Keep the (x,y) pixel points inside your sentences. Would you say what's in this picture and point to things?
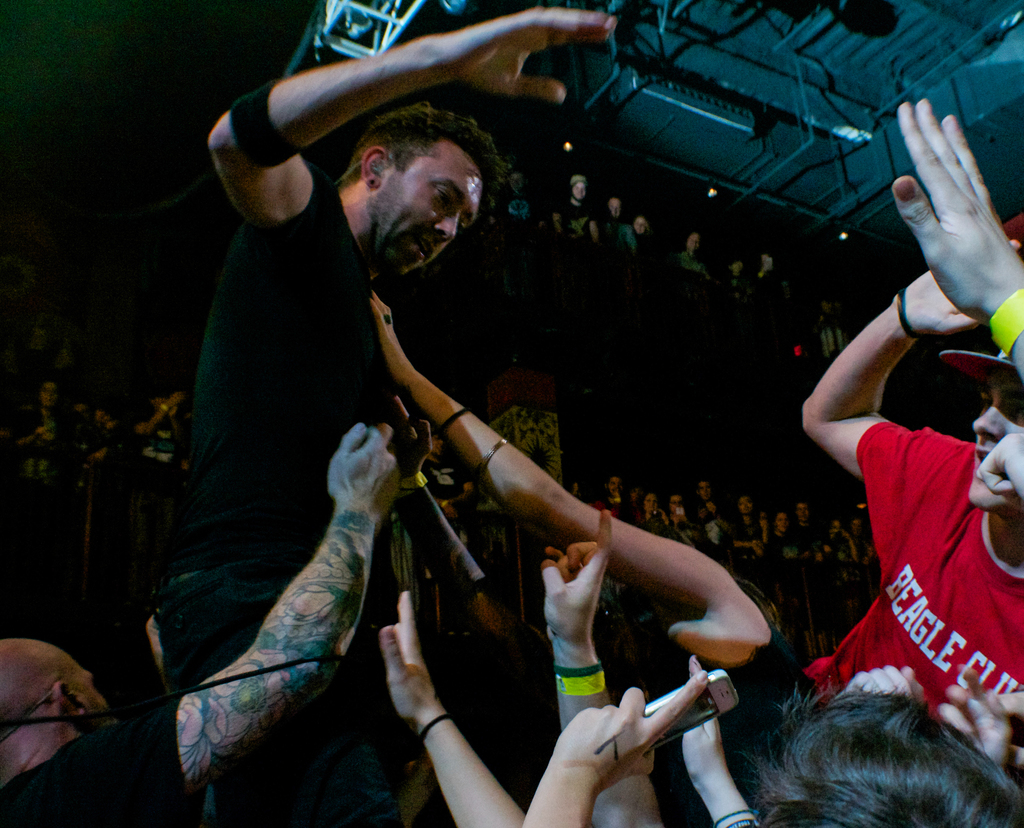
In the picture I can see a man (445,244) on the left side (321,235) wearing a black color T-shirt (308,322) and looks like he is lifted up by a person (410,439). I can see the hands (701,689) of a person (555,818) holding mobile phone (720,688) on the bottom right side (690,681). There is a man (904,538) on the right side (892,634) is wearing a red color T-shirt (889,543). In the background (79,412), I can see a few persons (738,297).
